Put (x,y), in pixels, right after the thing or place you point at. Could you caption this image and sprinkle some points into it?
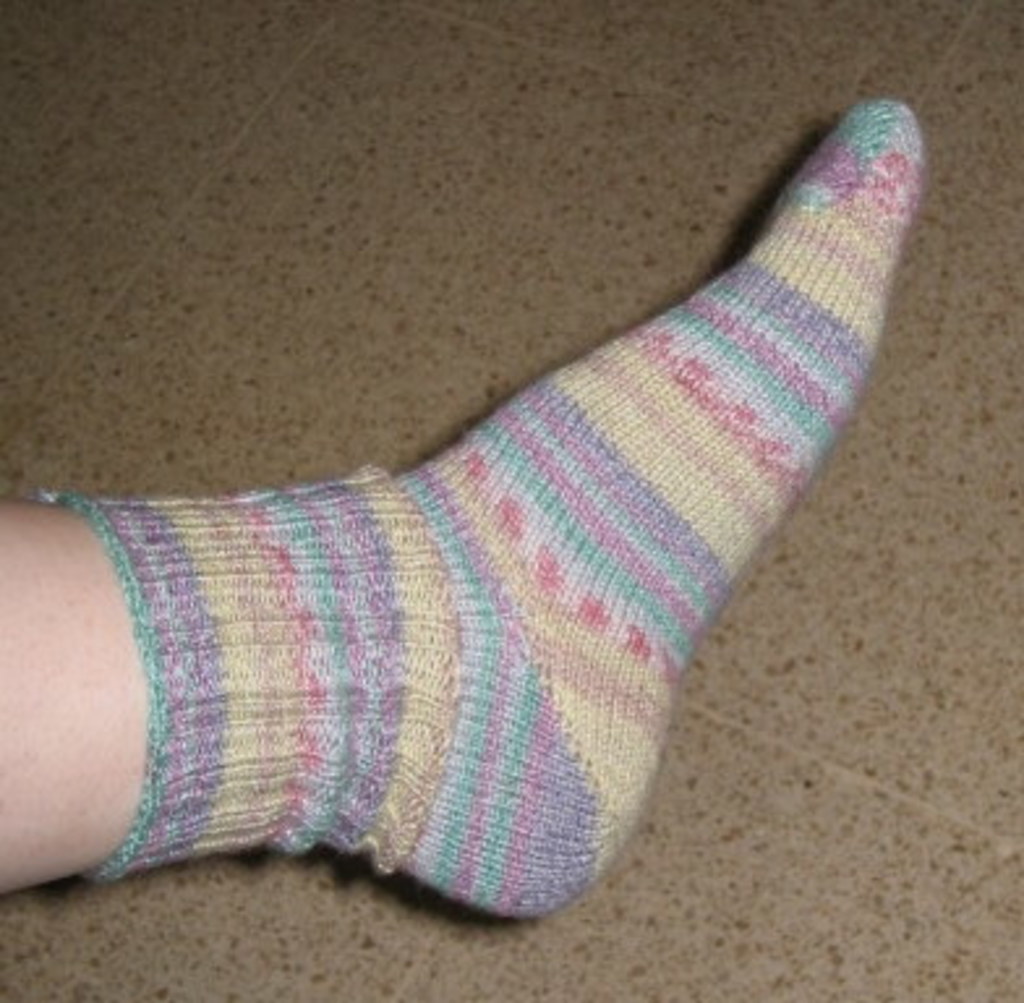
In this image I can see a person's leg (54,638) and I can see he is wearing a socks (383,716) which is yellow, red, green, blue and purple in color. I can see the brown colored surface (486,238) in the background (473,381).
